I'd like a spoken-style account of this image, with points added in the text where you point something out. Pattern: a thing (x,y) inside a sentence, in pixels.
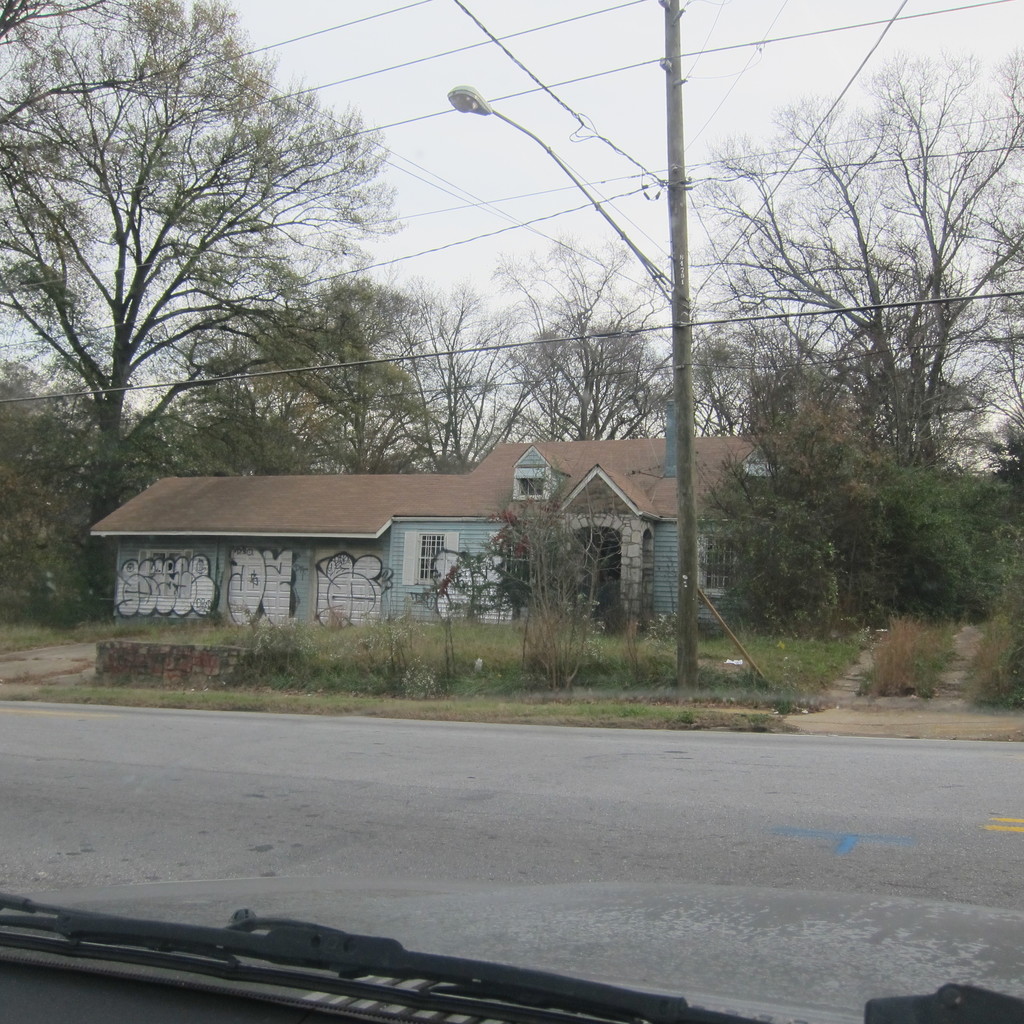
In this image there is a house (454,577) and we can see trees (455,422). At the top (697,79) there are wires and we can see the sky (452,136). There is a pole (691,447). At the bottom (875,982) we can see a car (279,978).
